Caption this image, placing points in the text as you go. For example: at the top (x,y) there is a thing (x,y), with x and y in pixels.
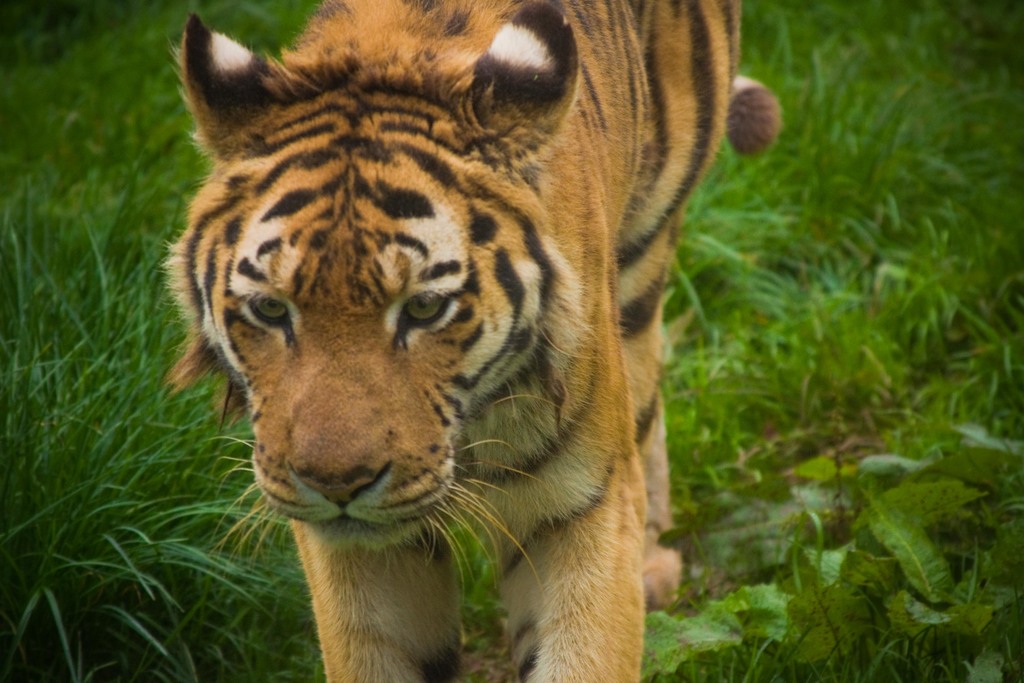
In this image I can see an animal (508,191) which is in brown and black color. It is on the grass (802,256). I can also see the whiskers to an animal (497,232).
